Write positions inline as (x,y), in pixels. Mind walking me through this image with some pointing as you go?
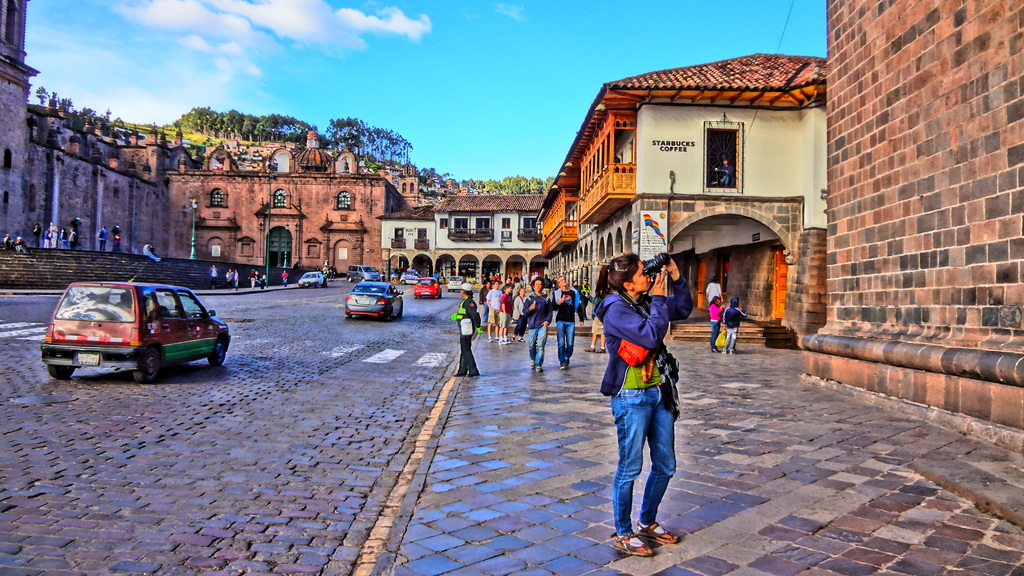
In the foreground (641,380) I can see fleets of vehicles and a crowd (532,285) on the road (531,434). In the background (277,246), I can see buildings (328,248), steps (7,267), trees (334,150), plants (538,186), boards (656,235) and the sky (490,110). This image is taken may be during a day.
